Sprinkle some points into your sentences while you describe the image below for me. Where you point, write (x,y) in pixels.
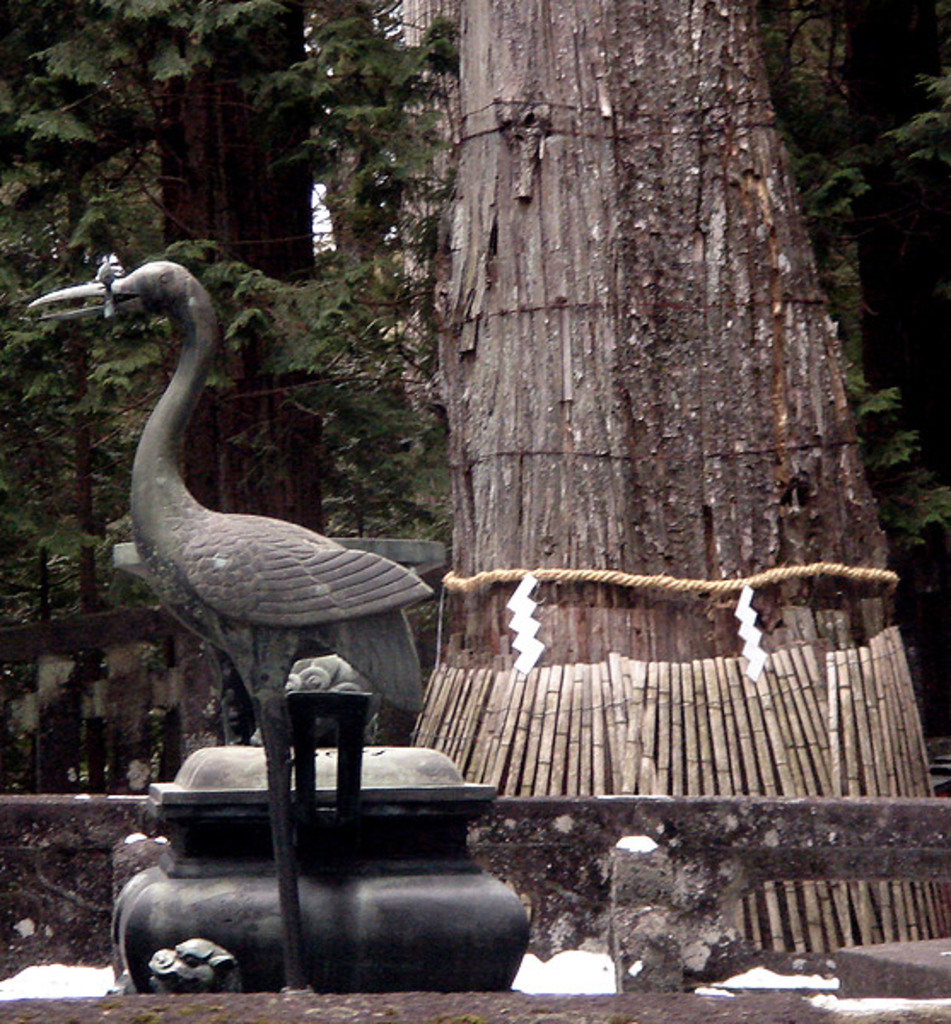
On the left side of the image (280,861) we can see a statue (175,502) of a bird (393,696) and trees (277,327) are there. On the right side of the image (657,625) we can see a tree (714,605) to which a rope (709,589) is tied.
